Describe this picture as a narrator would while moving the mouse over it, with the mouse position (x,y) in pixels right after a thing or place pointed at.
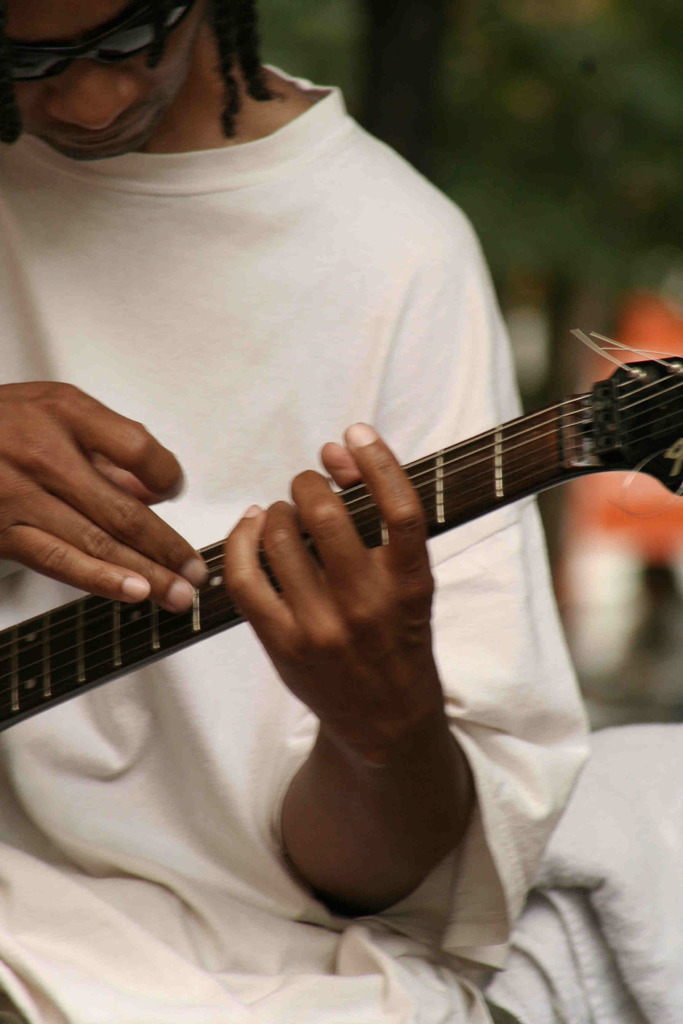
This picture shows a man (133,714) holding a guitar (630,469) in his hands (58,451).
